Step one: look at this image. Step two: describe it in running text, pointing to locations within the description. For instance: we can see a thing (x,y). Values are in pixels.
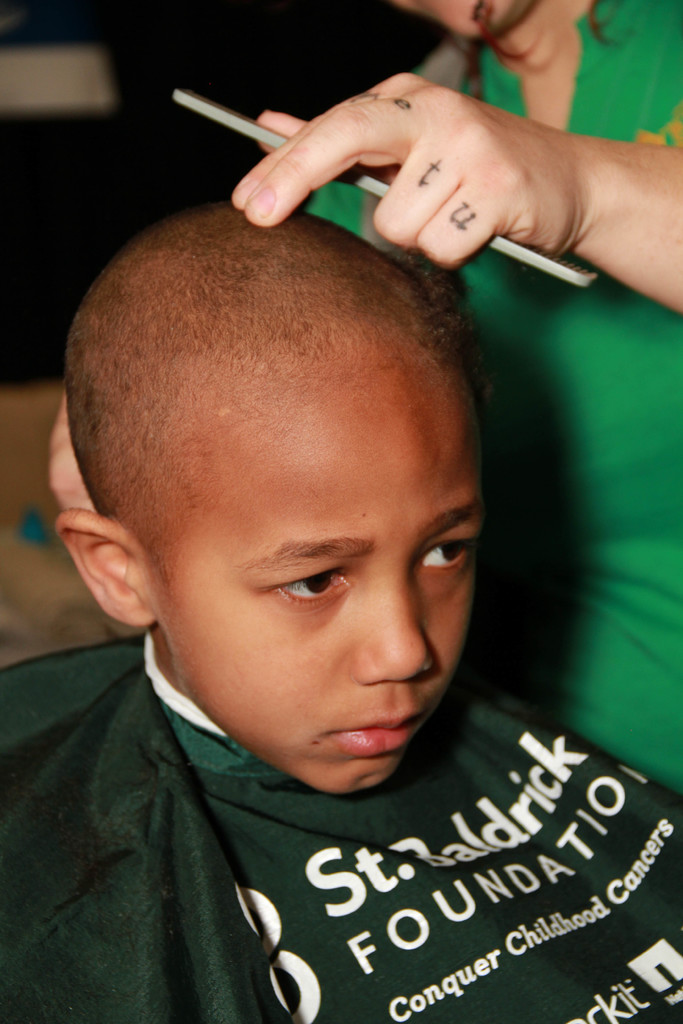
There is a boy (246,518) wearing a cloth (236,833). on the cloth (447,891) something is written. Near to him there is a person (549,340) holding a comb (576,272) and standing. In the background (58,232) it is blurred.
